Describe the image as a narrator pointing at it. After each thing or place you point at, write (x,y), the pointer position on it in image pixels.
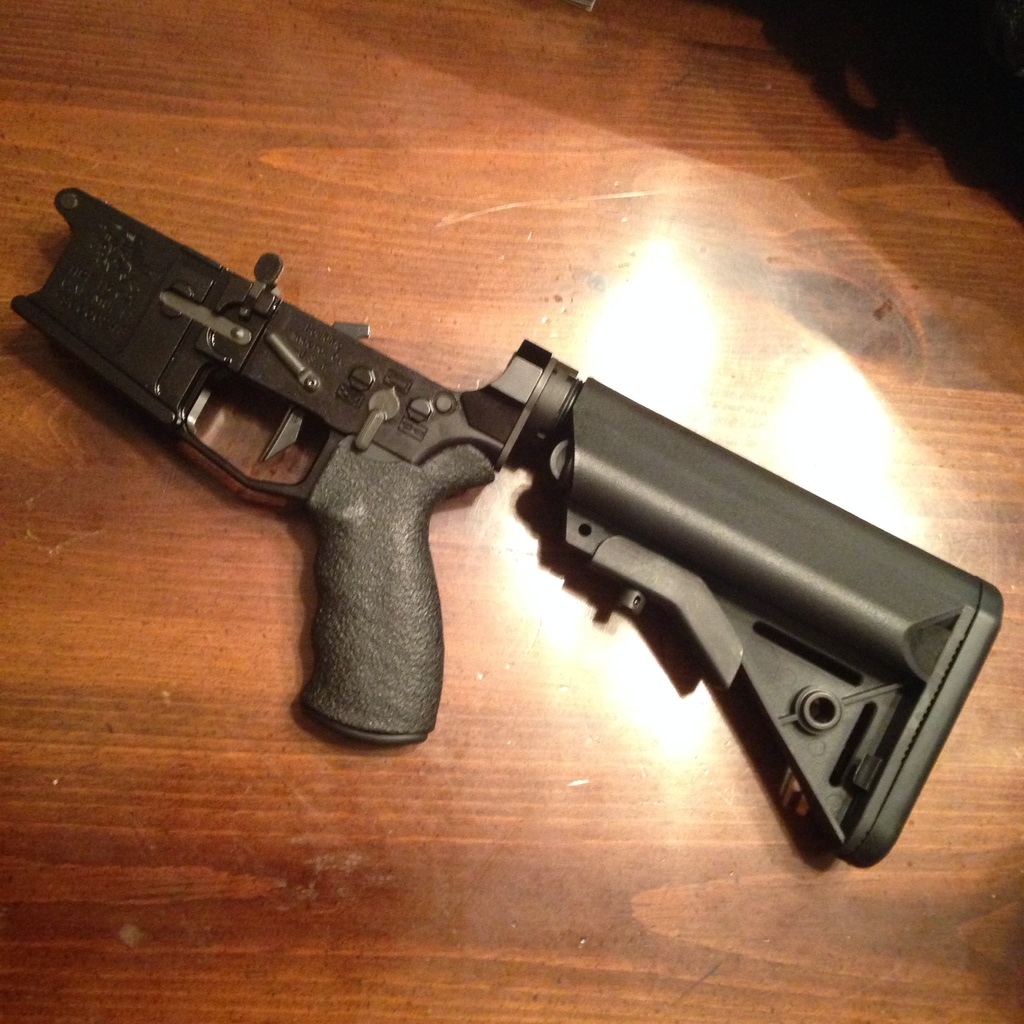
This image consists of a gun (799,726), which is in black color. It is placed on the table (400,780).
